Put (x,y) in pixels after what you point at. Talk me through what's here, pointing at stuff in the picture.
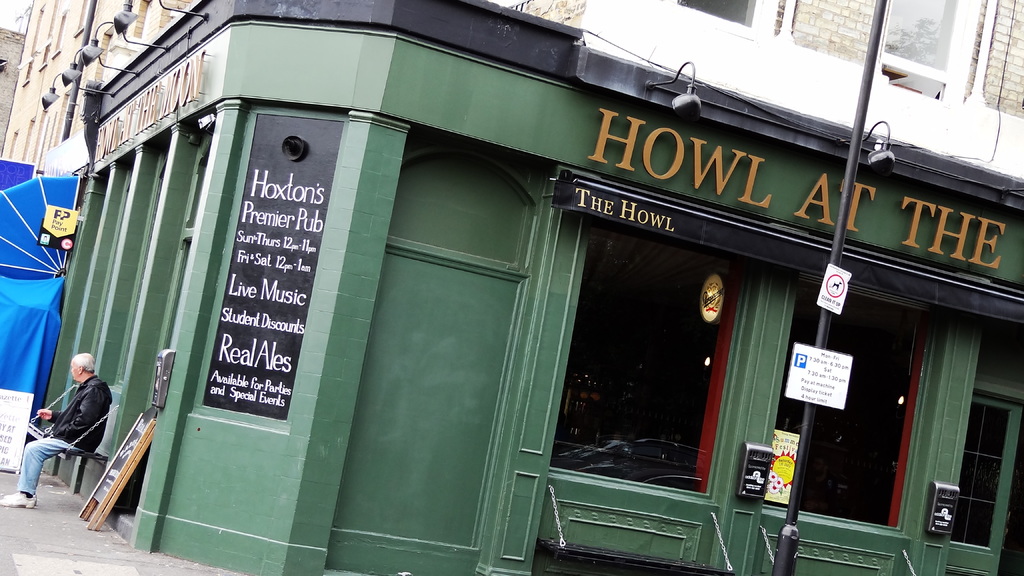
In this image there is a person (97,401) sitting, there are boards (946,219), pole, lights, buildings (490,68).
